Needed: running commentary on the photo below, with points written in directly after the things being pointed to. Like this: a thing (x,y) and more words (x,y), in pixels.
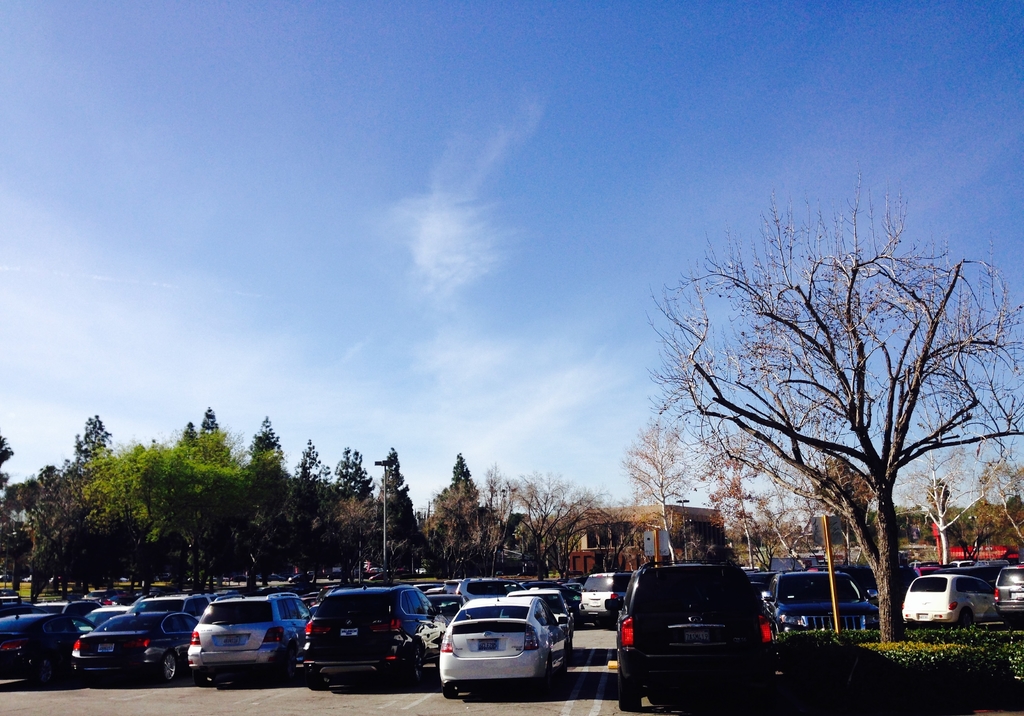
In the picture we can see a parking area (373,715) with full of cars (706,615) parked on it and beside it, we can see some plants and a dried tree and far away from it, we can see, full of trees (387,536) and a pole (387,536) and behind the trees (563,565) we can see a house (599,532) and sky (437,198) with clouds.
